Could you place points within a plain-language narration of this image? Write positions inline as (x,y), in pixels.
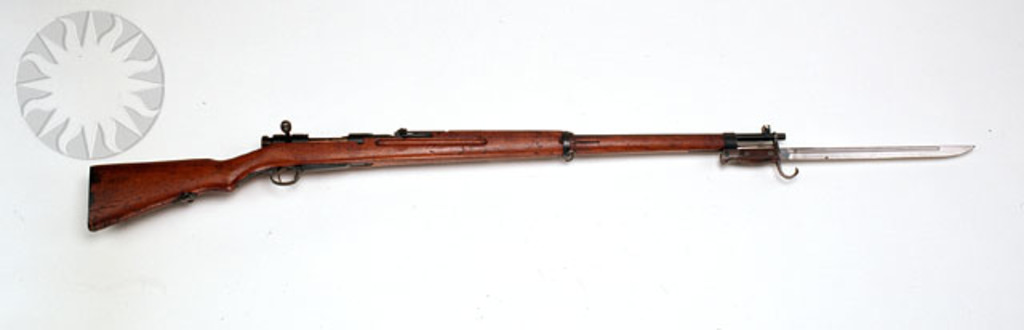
In this image I can see a gun (420,146) which is brown and black in color on the white colored surface (358,71) and I can see a knife (753,160) to the right (749,158) end of the gun (686,139).
